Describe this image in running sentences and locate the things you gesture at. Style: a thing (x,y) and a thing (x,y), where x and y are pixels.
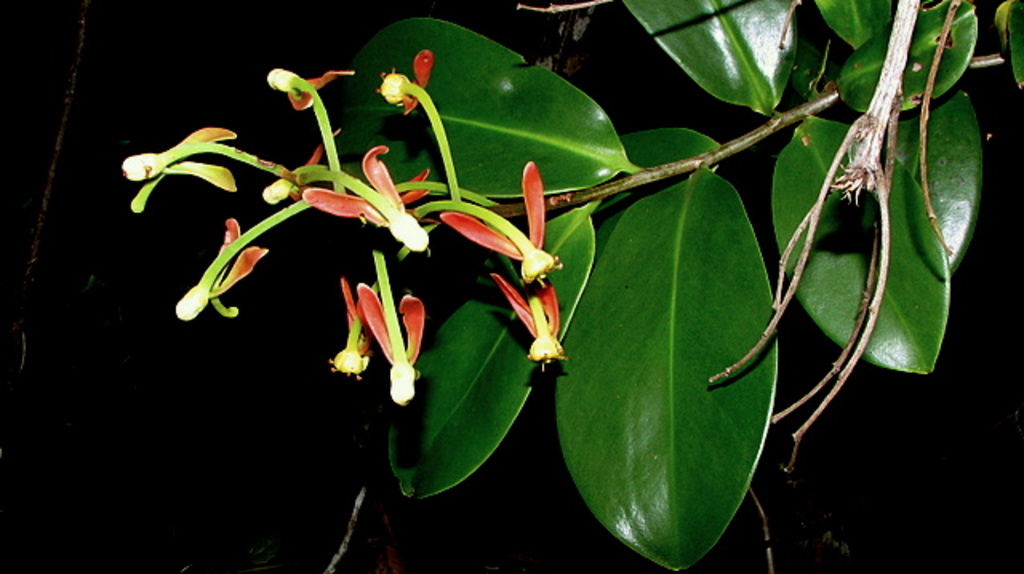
In this picture there are flowers (537,331) and leaves (631,300) in the center of the image (535,282).
